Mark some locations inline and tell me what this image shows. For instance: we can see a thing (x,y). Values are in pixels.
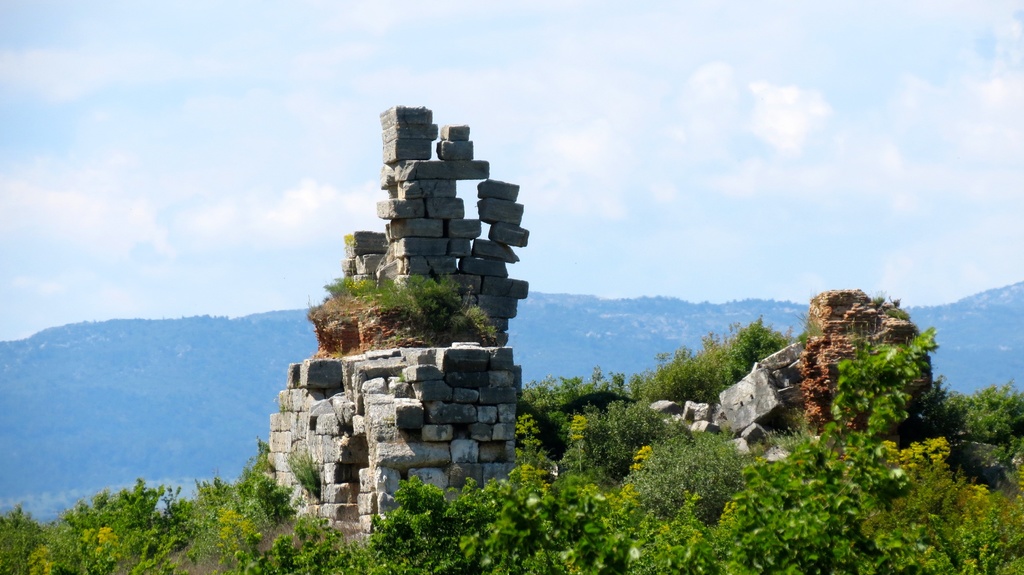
In this picture I can observe stone wall (382,347) in the middle of the picture (373,278). In the bottom of the picture (402,529) I can observe some plants (525,509) on the ground (605,481). In the background (598,339) there are hills (633,329) and some clouds (598,187) in the sky (359,145).
